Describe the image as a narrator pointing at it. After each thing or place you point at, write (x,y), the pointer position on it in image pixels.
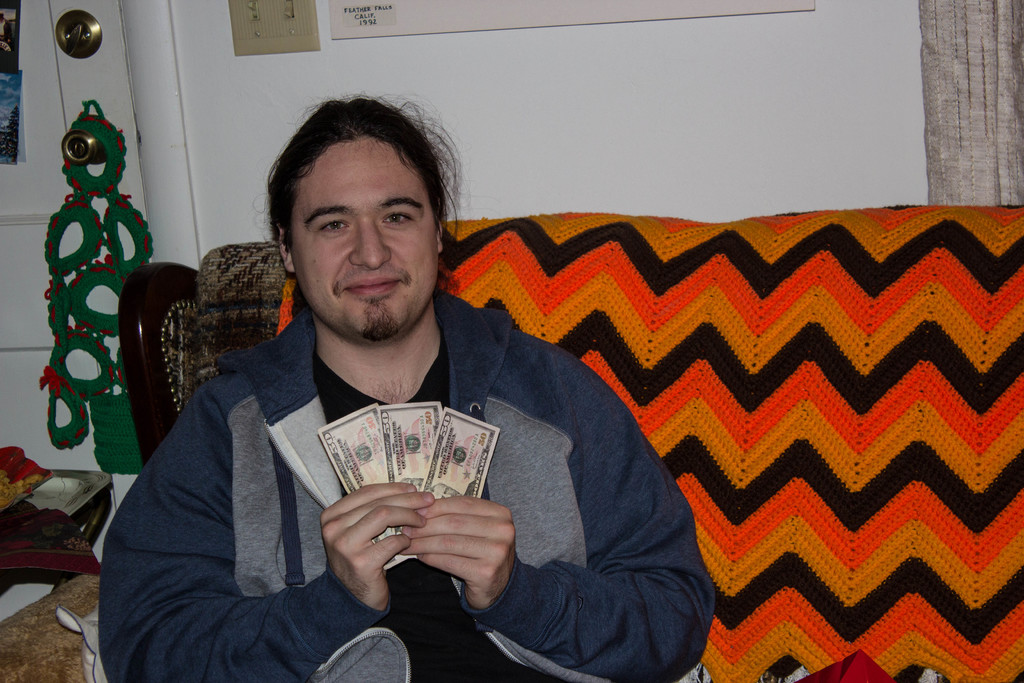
In this image there is a man (479,562) on a sofa (126,325), holding money (471,448) in his hand (486,534), in the background (598,73) there is a wall (718,99).
